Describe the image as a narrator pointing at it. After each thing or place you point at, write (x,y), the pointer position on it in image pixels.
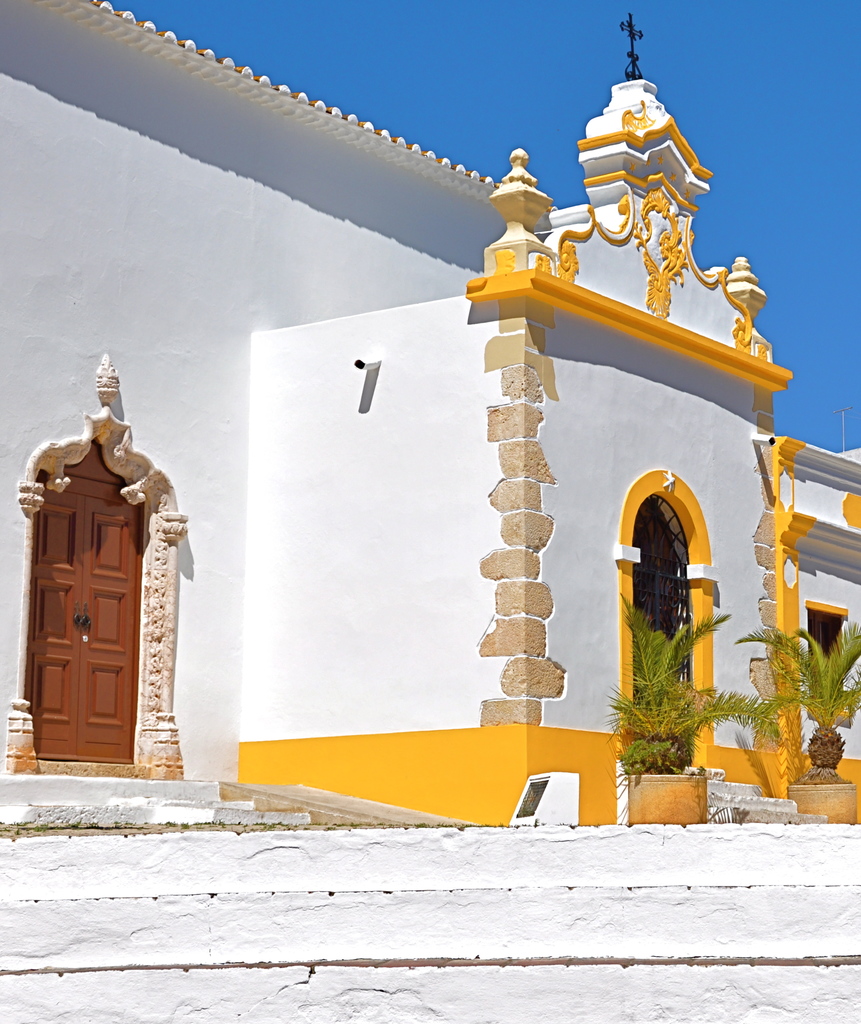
This image consists of the building (481,611). It has doors (34,586). There are plants (644,683) on the right side (680,704). There is sky (412,131) at the top (843,167).
